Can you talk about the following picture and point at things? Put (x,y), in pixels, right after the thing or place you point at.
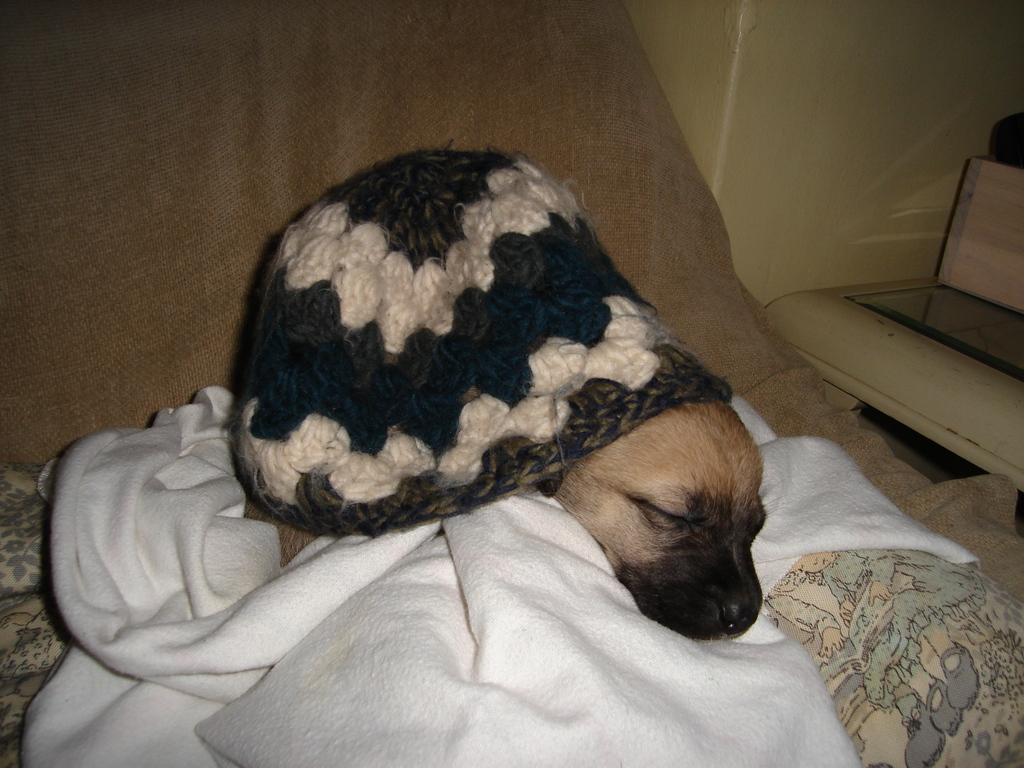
In this picture we can see a dog (259,517), cap (251,491), cloth (441,662), bed (53,371) and in the background (840,408) we can see a wall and some objects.
